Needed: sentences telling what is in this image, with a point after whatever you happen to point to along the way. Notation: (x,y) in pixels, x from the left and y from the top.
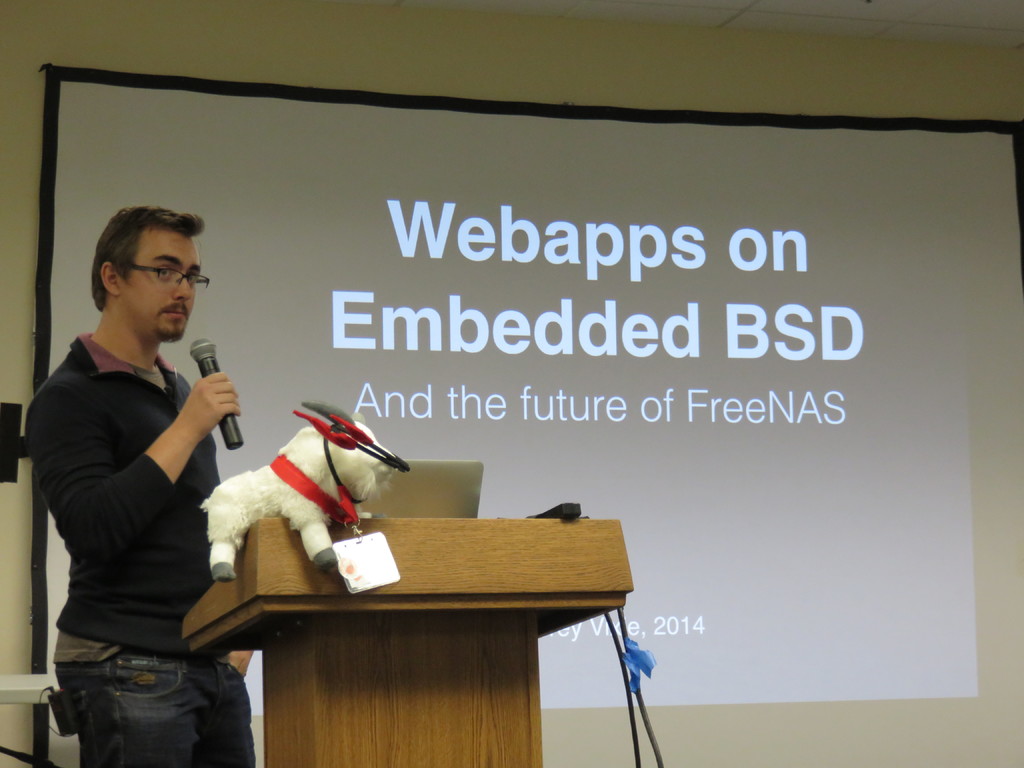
In this image we can see a person (147,501) holding a mic (226,429) in his hands (213,409) is standing near the podium (431,559). There is a laptop (428,478) and toy (316,466) on the podium (285,546). In the background (494,407) we can see a projector screen (549,282) on the wall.
